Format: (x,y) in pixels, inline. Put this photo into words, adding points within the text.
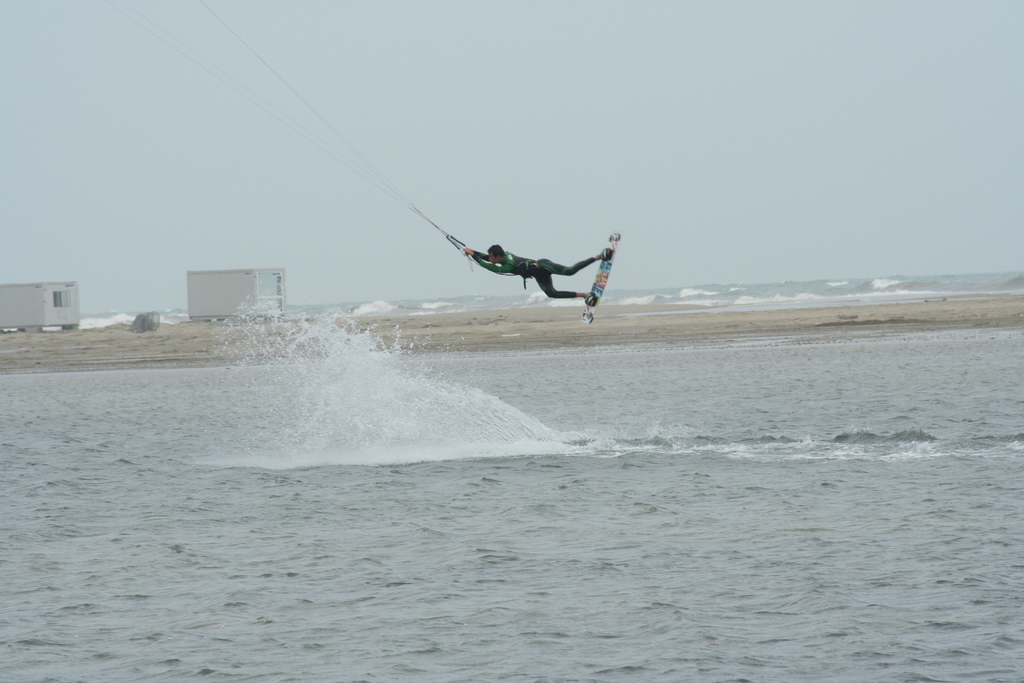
In this image I can see a person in air. The person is holding a rope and the person (539,277) is wearing a surfboard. In the background (711,114) I can see few objects (248,307) in white color and the sky (369,140) is in white color.
